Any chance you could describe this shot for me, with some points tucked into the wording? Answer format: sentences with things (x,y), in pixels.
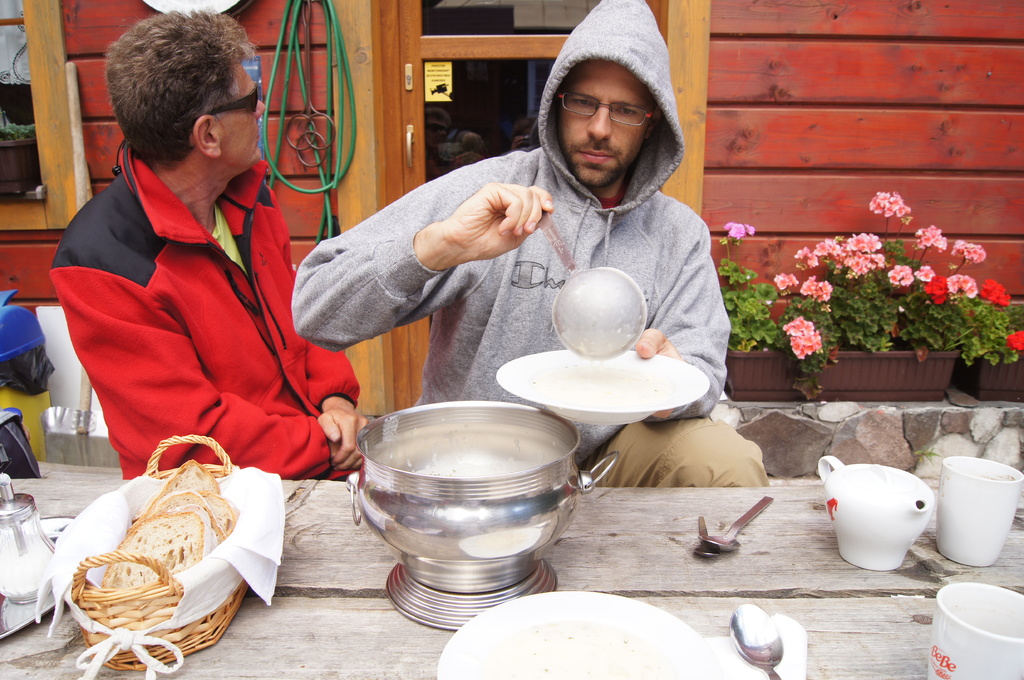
At the bottom of the image (935,493) there is a table (719,517) with vessel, plates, spoons (725,535), kettle (919,507), glasses (980,668) and some other items (24,537). Behind the table (338,488) there is a man (471,234) sitting and holding a plate (553,385) in one hand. And in the other hand (433,252) there is a spoon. Beside him there is a man (263,277) with goggles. Behind them there is a pot (772,371) with leaves (894,316) and flowers (797,319). And also there is a wall (723,88) with glass door (418,150), windows (15,50) and a pipe (336,22).
